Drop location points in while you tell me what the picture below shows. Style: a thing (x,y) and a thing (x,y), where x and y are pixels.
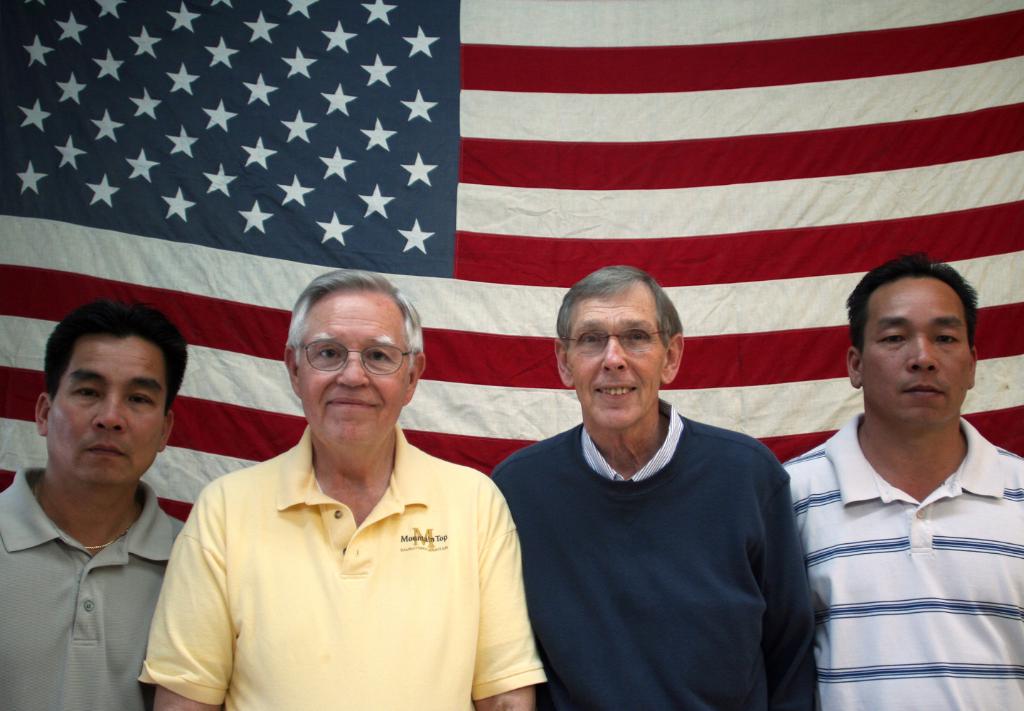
In this image I can see four persons (594,444), the person (995,593) at right (995,593) is wearing white shirt (963,585) and the person (32,563) at left (25,577) is wearing gray color shirt (30,578), background (796,308) I can see the flag (434,161) and the flag (506,274) is in blue, white and red color.
